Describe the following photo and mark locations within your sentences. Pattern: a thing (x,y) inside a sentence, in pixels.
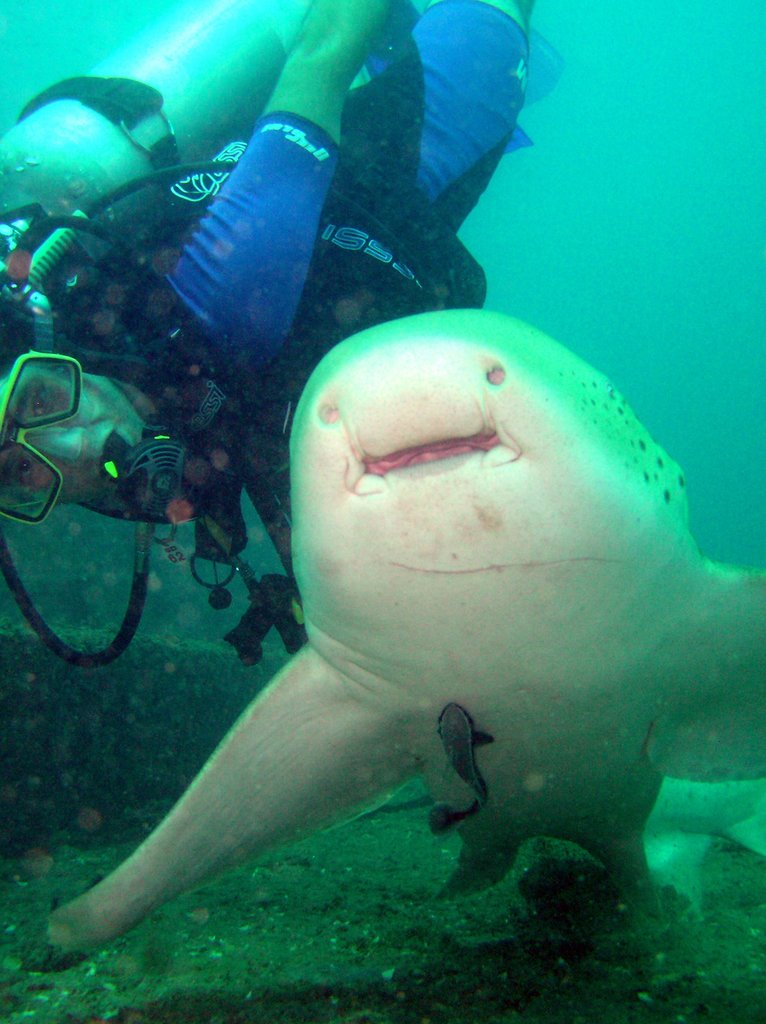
This picture describes about under water environment, in this we can find a fish (476,786), shark (395,742) and a person (251,279), and the person (180,360) is equipped with a scuba tank (91,175).
